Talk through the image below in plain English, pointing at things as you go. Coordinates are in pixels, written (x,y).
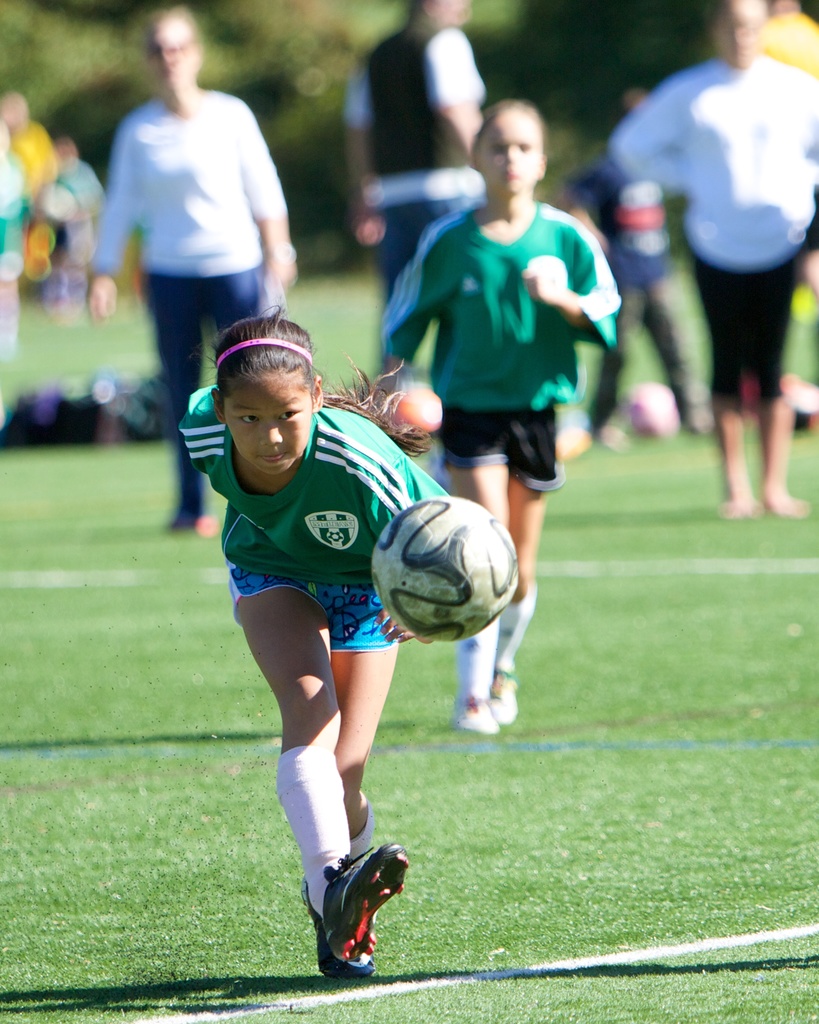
In this image we can see two girls (324,937) who are playing a football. In the background (747,13) we can see a few persons (814,149) who are standing.
